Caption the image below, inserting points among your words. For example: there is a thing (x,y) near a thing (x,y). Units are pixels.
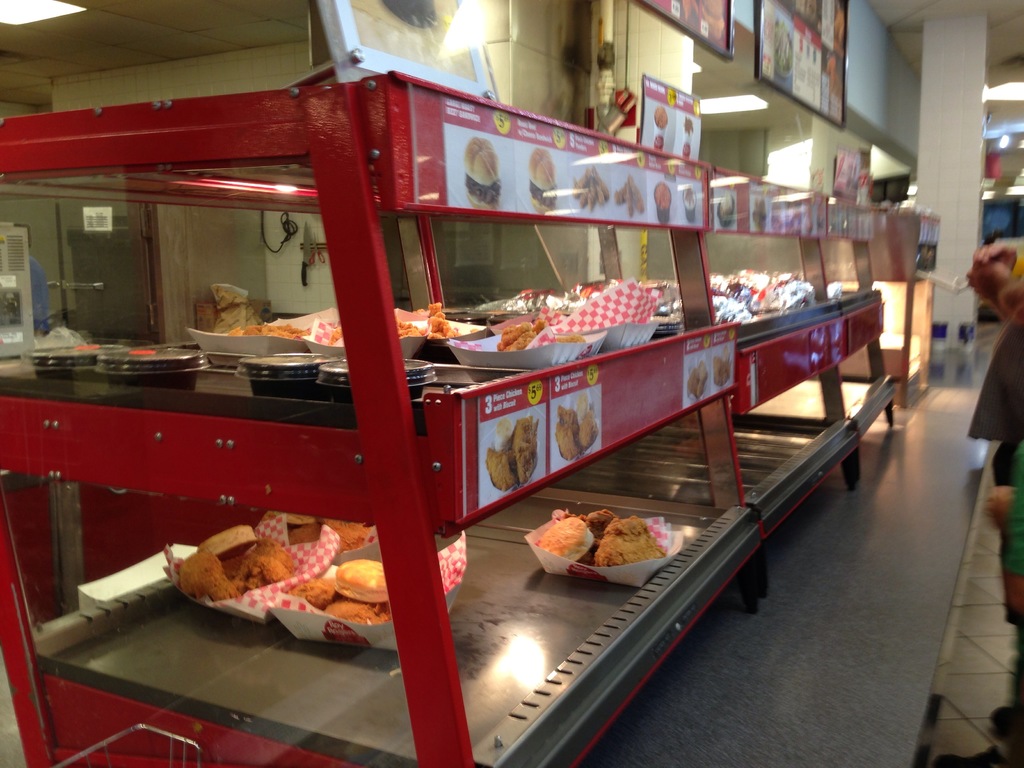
As we can see in the image there are fried chicken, food warmer (296,738), photo frame (701,40) and wall (963,79).
